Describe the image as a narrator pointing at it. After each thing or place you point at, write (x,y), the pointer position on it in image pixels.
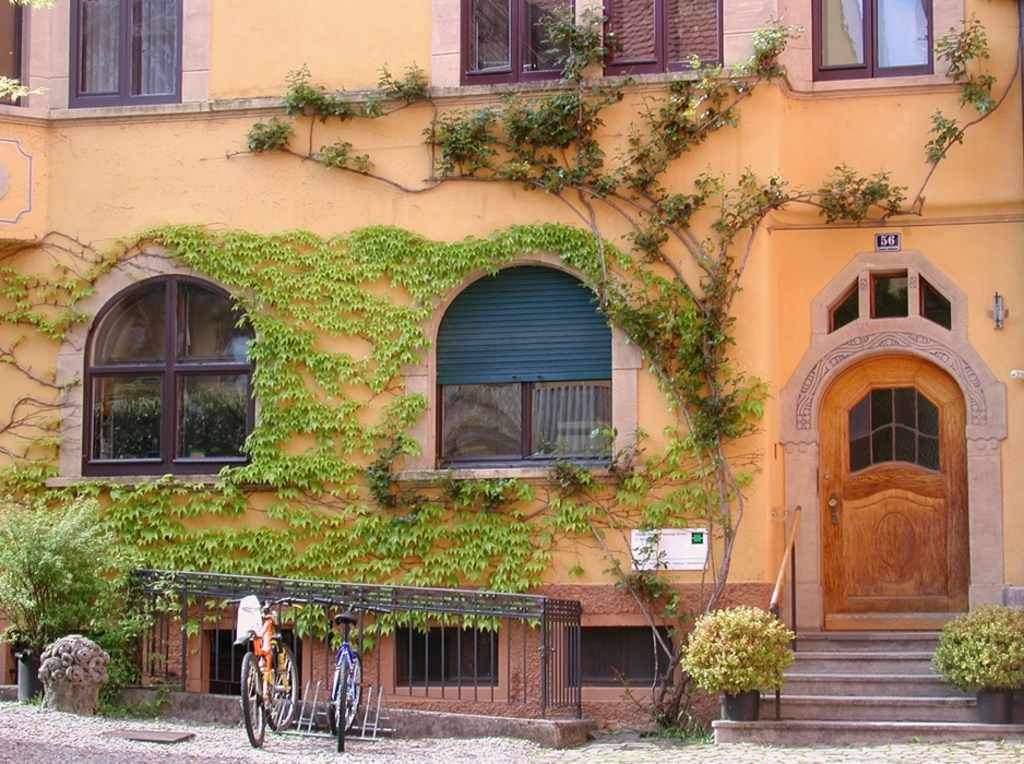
In this image we can see front view of a building (846,155) which is in orange color. The door (943,372) of the building (277,91) is in brown color. In front of doors (874,610) stairs (874,690) are there and plants (761,684) are kept. To the left side of the building (617,623) one grille (476,634) is there, in front of the grille (321,667) two bicycles (293,671) are parked.
